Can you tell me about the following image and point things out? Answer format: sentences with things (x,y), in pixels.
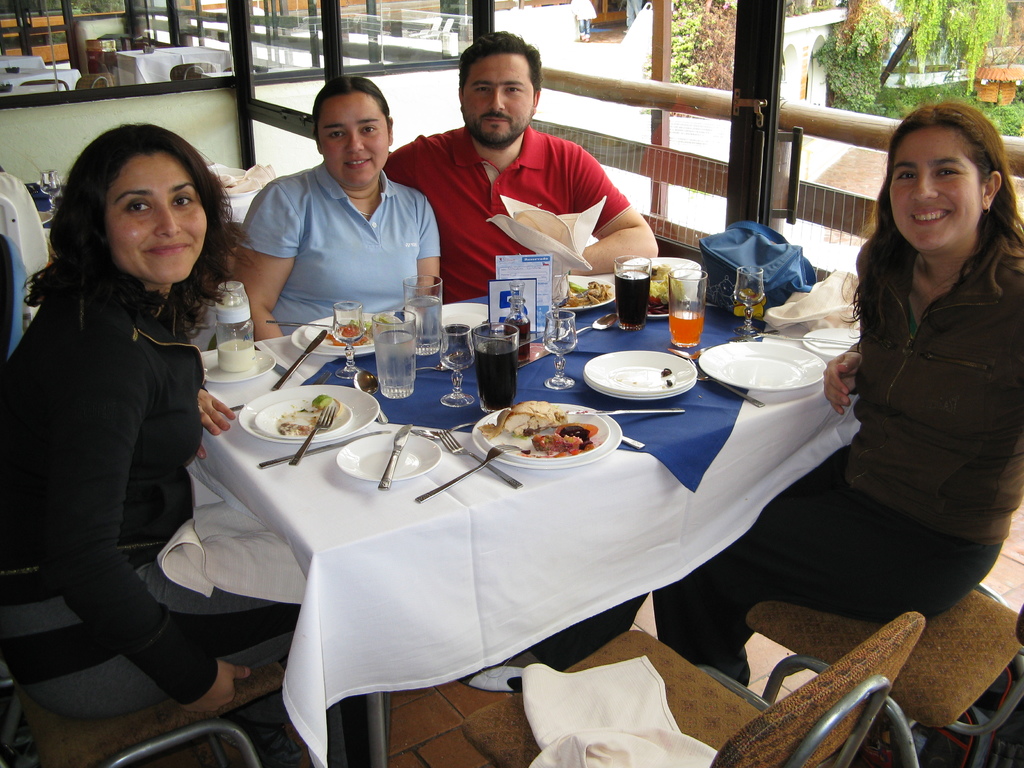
In this image i could see four persons (270,201) sitting around the dining table (525,385) and having a lunch. Left corner (131,245) a lady (122,331) with the black shirt (94,467) is sitting on the chair (45,721) and in the right corner (968,314) a lady (968,279) with the brown shirt (983,357) and a black jeans (821,570) is smiling and there are some plates (735,370) and in the plates (573,417) there is a food (549,414) on the dining table (466,436) and there is a fork (462,453) and knife (395,451) and glass (399,346) filled with water (399,347) and glass (497,355) filled with drink (501,375) is on the dining table (540,396). The other two persons (592,182) are dressed one of them are dressed in red t shirt (489,233) and other lady (420,230) dressed in blue t shirt (362,247). In the back ground of the picture (871,41) i could see some trees (856,50) in the back yard (860,59) and the glass door (741,77) is covered.
